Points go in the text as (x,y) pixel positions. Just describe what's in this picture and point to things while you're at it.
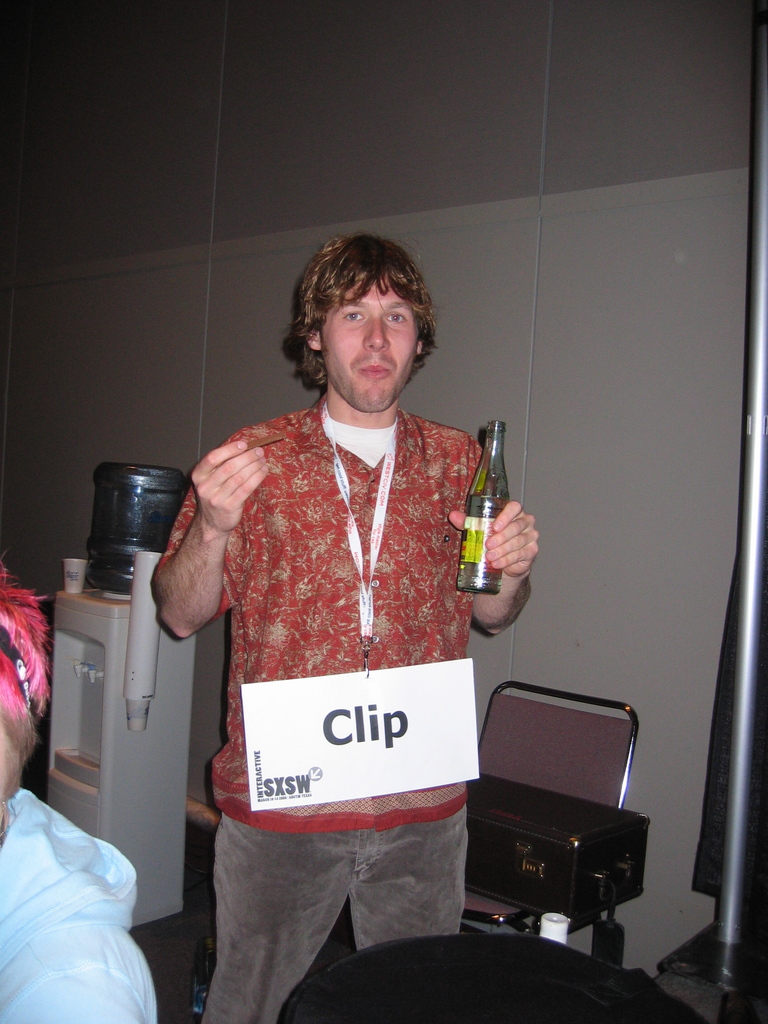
In this picture one man (463,604) is standing and wearing a red shirt (352,576) and holding bottle (483,555) in his hand (495,562) and behind him one chair (576,792), one water can (120,574) with glasses (130,711) are present and behind him there is one wall (459,143) is there.
